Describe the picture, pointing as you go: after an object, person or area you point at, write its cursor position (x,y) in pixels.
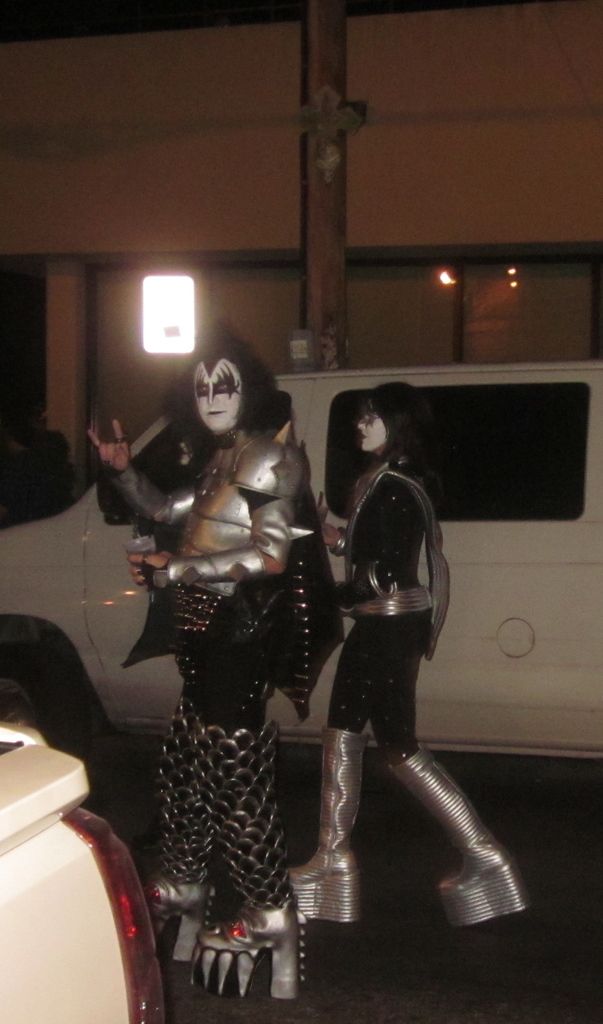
In this image I can see there two people (228,573) wearing costumes (226,528) and face painting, there are two vehicles (121,586) and in the background (186,267) I can see there is a building (391,87).
